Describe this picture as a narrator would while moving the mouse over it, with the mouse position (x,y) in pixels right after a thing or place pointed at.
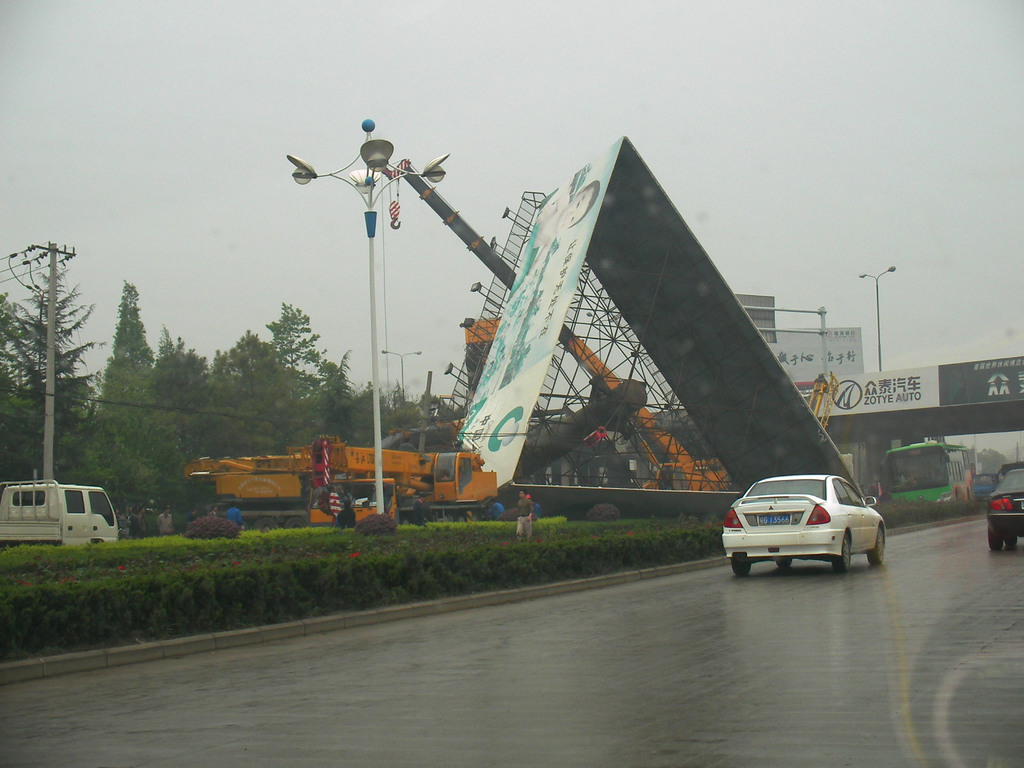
In this image there are vehicles (860,517) moving on a road (416,629), in the middle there are plants (364,566) and poles (380,500), in the background (279,421) there are trees (348,401), hoardings (731,318) and the sky (452,339).
